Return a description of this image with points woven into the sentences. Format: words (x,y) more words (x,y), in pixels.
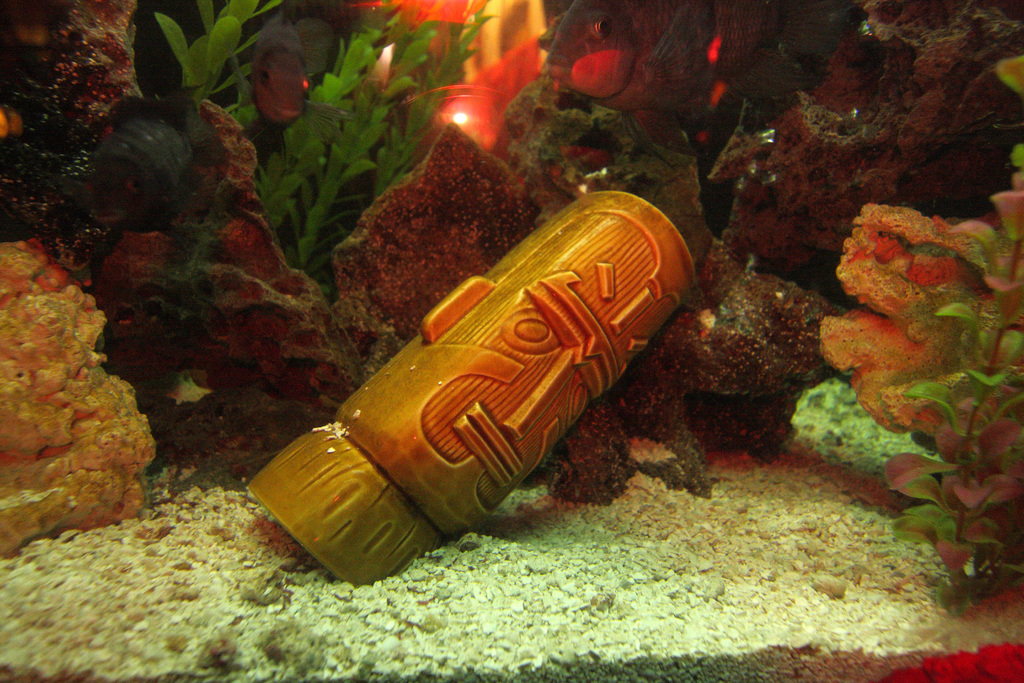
In this picture we can see a few stones (167,439), plants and a light (467,105) in the background (836,164).
